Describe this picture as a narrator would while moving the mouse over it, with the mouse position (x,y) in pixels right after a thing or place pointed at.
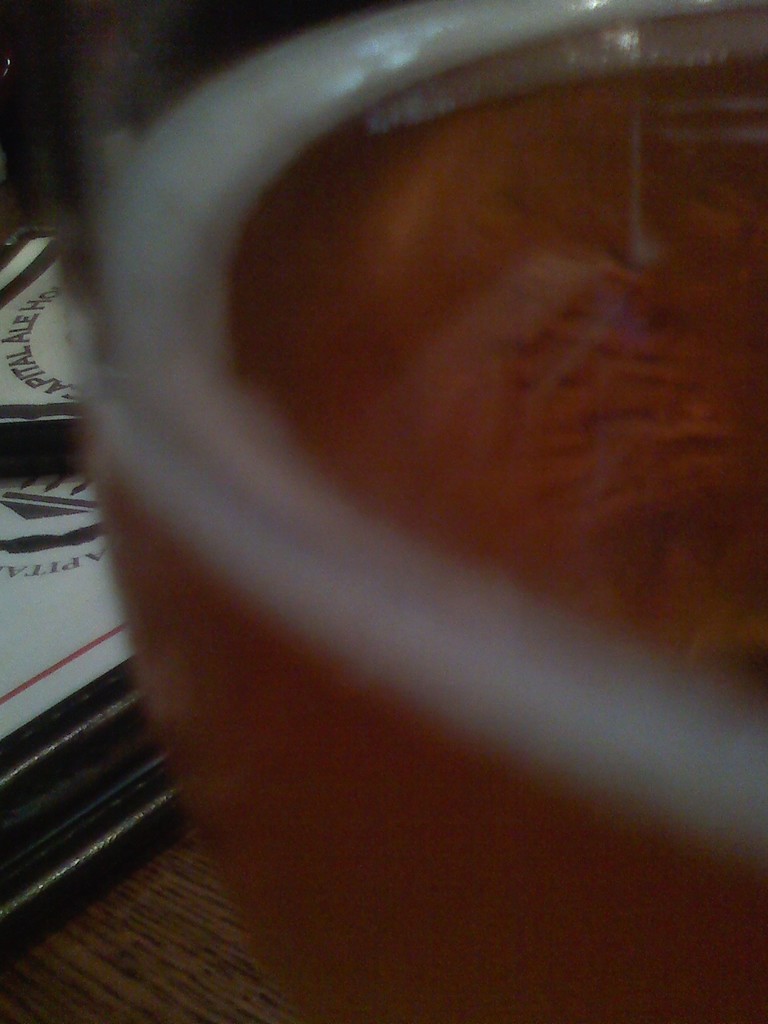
In this image, I can see a glass object (573,667) with liquid (641,838). On the left side of the image (80,724), those are looking like photo frames (94,814) on a wooden surface (144,921).
